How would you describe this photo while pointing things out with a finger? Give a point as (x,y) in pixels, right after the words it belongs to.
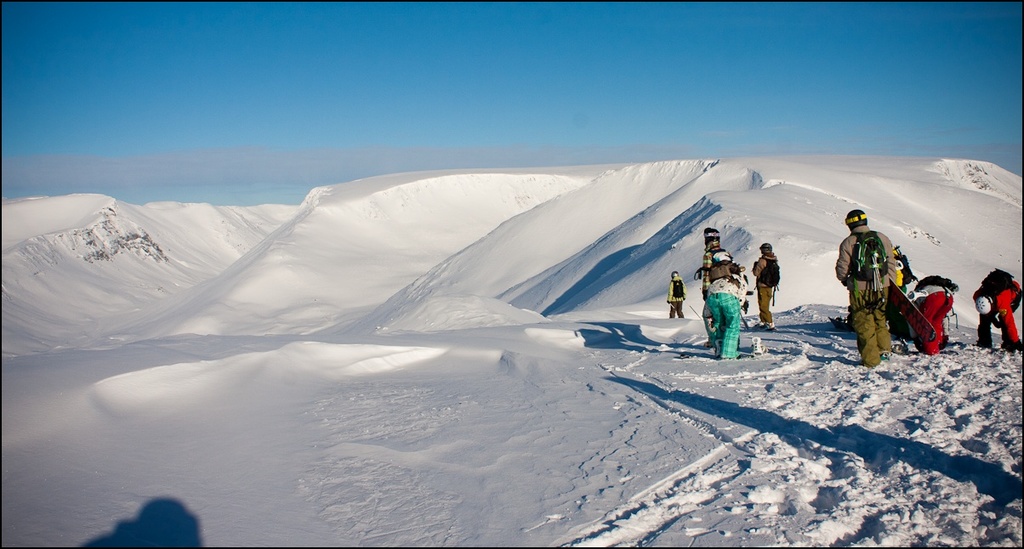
In this image, we can see people (775,285) and some are wearing bags (873,273), helmets (770,247) and holding boards (888,293) in their hands (842,283). In the background (293,273), there are snow hills (374,308) and at the bottom (758,488), there is snow (813,459). At the top (293,91), there is sky (313,63).
